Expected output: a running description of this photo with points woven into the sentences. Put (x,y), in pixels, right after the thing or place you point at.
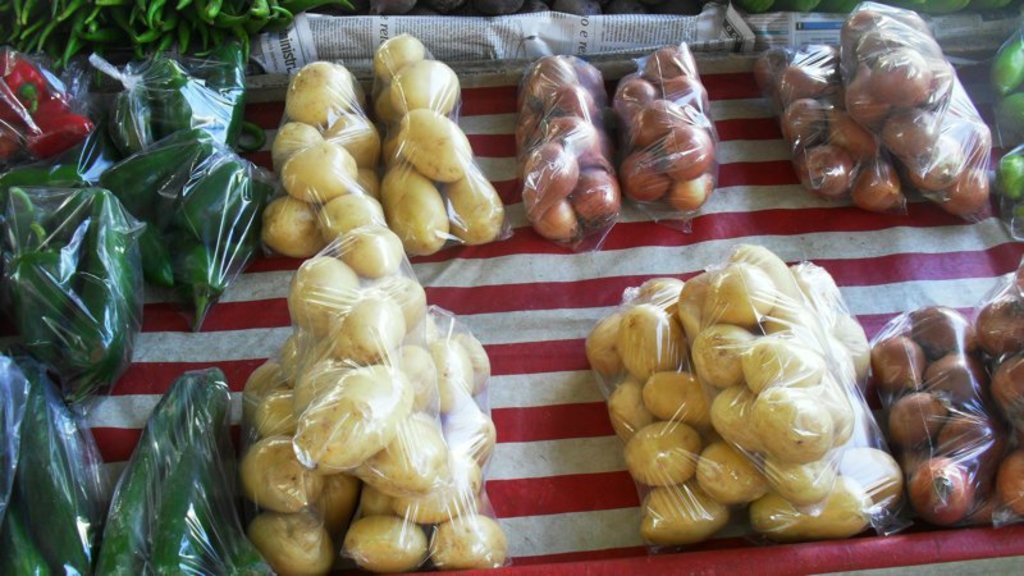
In this image I can see few different types of vegetables (744,461) are packed in the plastic covers (304,221) and they are on the red and white color cloth (602,264).
